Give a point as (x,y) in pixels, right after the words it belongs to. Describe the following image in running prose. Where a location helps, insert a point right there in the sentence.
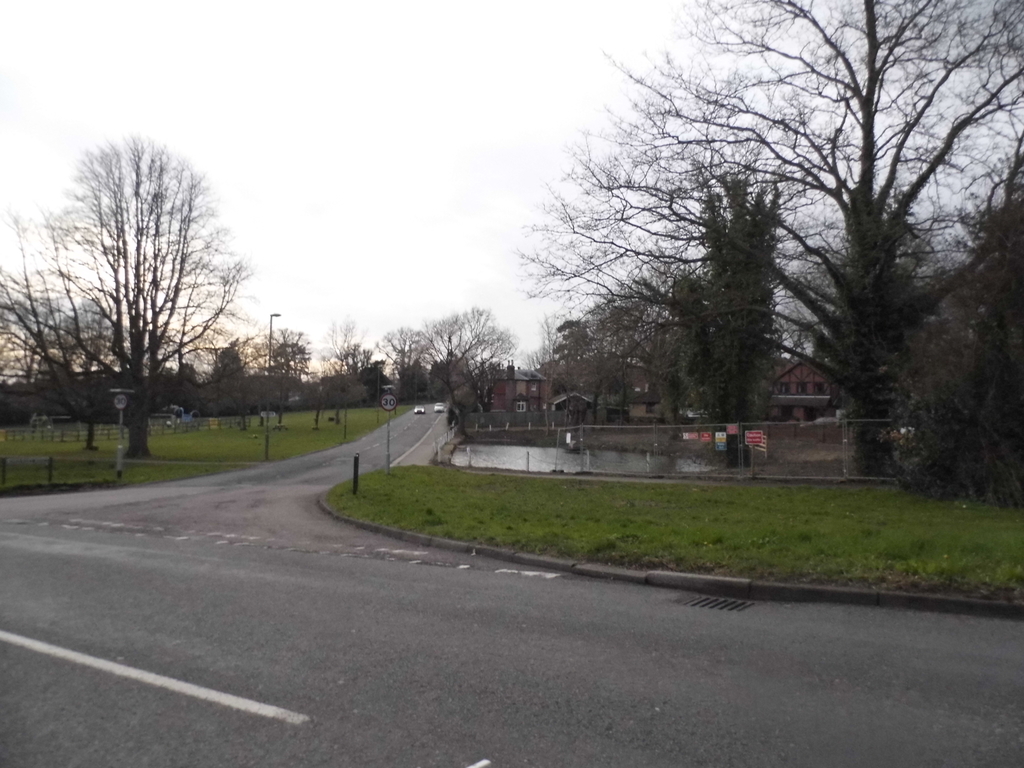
In this image, we can see vehicles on the road (298,482) and in the background (763,263), there are trees (499,346), buildings (495,409), fence (779,448) and at the bottom (860,525), there is ground (823,534).
